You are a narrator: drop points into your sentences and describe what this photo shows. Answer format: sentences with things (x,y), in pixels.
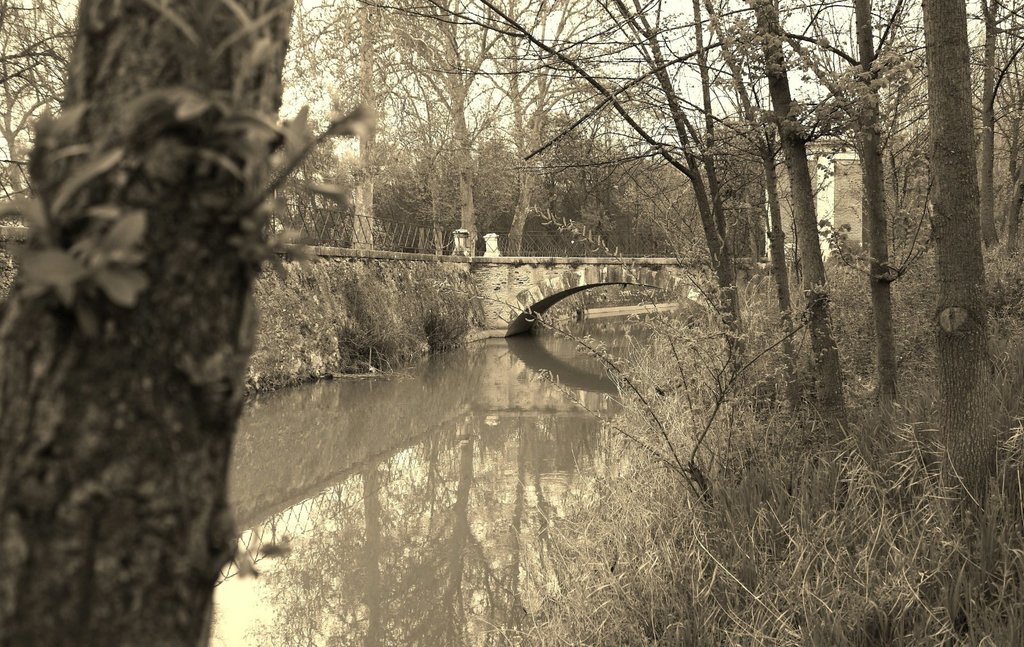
As we can see in the image there are trees (93,28), water (463,495) and fence (380,239). On the right side (856,202) there is a building (856,202). On the top (624,38) there is a sky (501,45).
